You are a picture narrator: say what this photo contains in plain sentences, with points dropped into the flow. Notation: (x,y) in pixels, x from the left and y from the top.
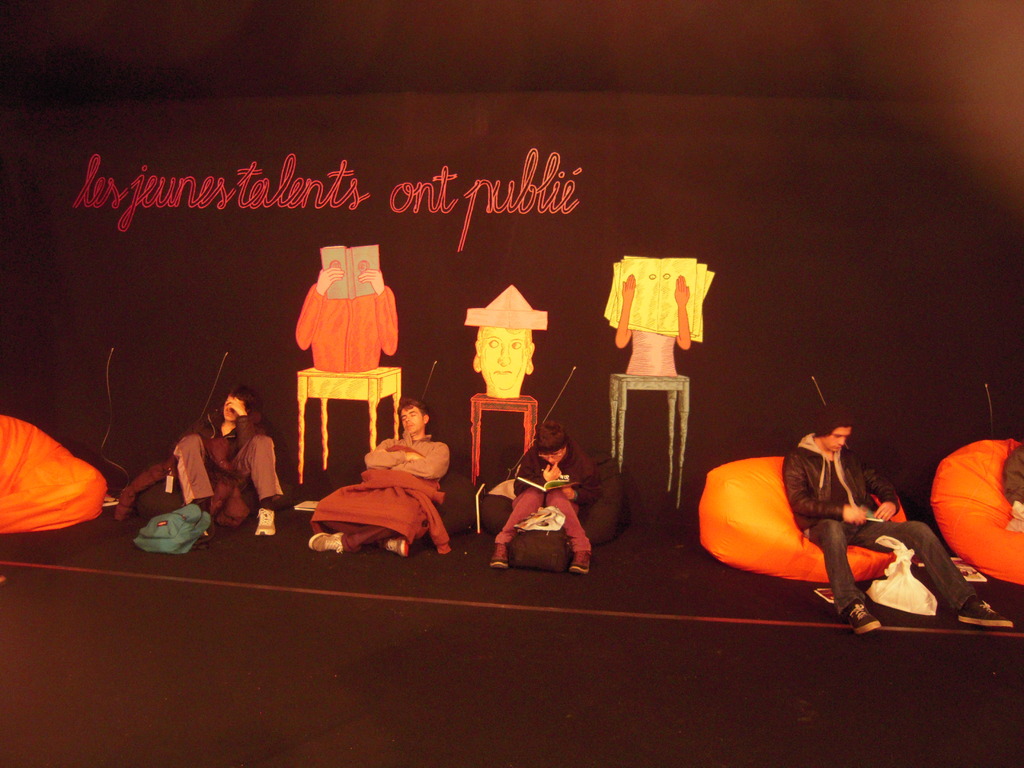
In this picture we can see a few people (439,452) sitting on the bean bags (956,551). There are bags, cover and other objects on the floor (135,521). We can see some text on a black surface (763,100).
